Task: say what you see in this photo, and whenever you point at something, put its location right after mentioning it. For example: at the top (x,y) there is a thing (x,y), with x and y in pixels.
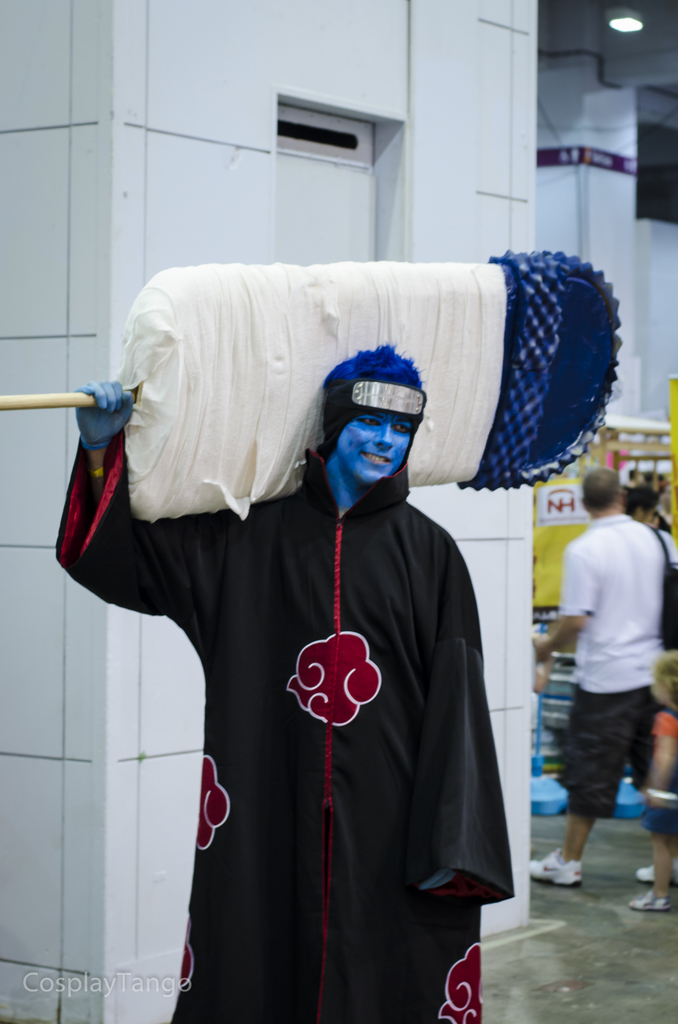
Image there is a man (308,595) wearing different costume (257,708) and painted his face (364,455) with blue color and he is carrying some object (253,462) on his shoulder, behind the man (378,667) there are few people (606,713) moving in that area and there is a white pillar (151,211) in between them.
